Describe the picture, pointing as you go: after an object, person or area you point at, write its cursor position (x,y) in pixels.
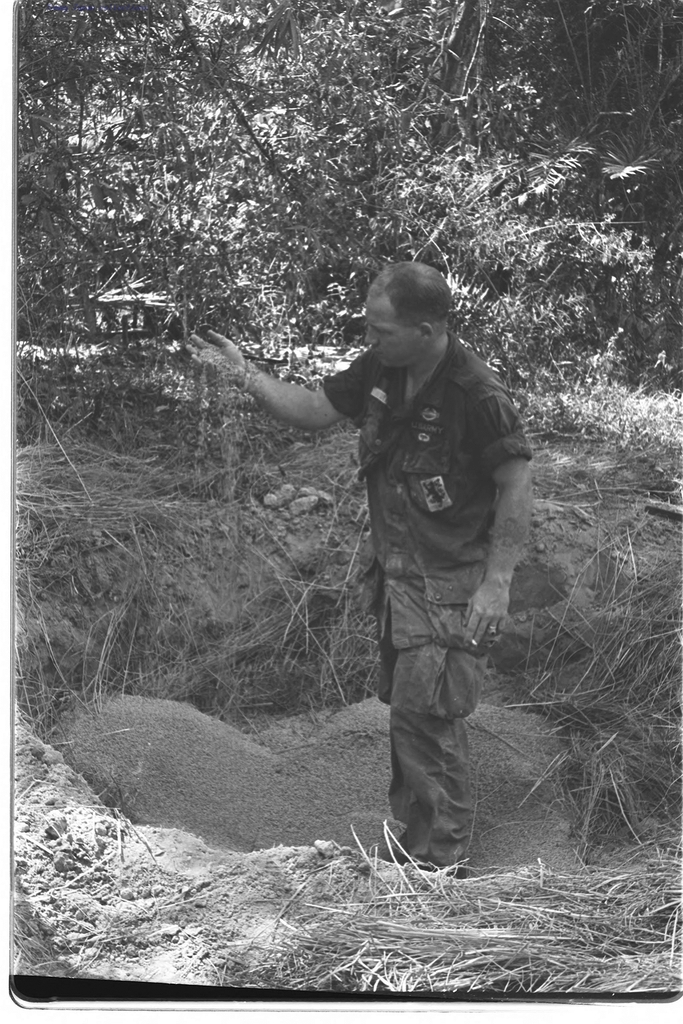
In the picture I can see a man (382,455) wearing a black color shirt (482,412) and I can see the soil (202,406) in his right hand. I can see the soil (364,738) at the bottom of the picture (531,756). In the background (330,230), I can see the trees (394,93).
